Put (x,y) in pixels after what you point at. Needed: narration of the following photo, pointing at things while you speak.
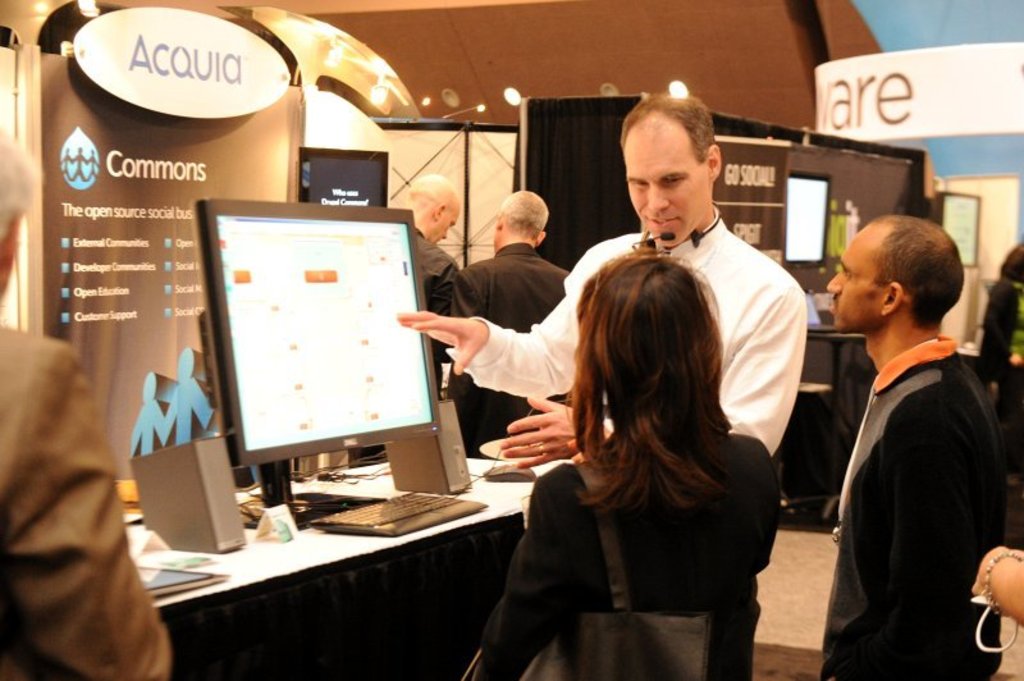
In the picture it looks like some exhibition, there are different stalls (328,147) with different banners (178,127) and in the front (427,317) a person (528,358) explaining to the people (624,561) around him from a computer (312,435) and behind him there are some other people (445,277).
